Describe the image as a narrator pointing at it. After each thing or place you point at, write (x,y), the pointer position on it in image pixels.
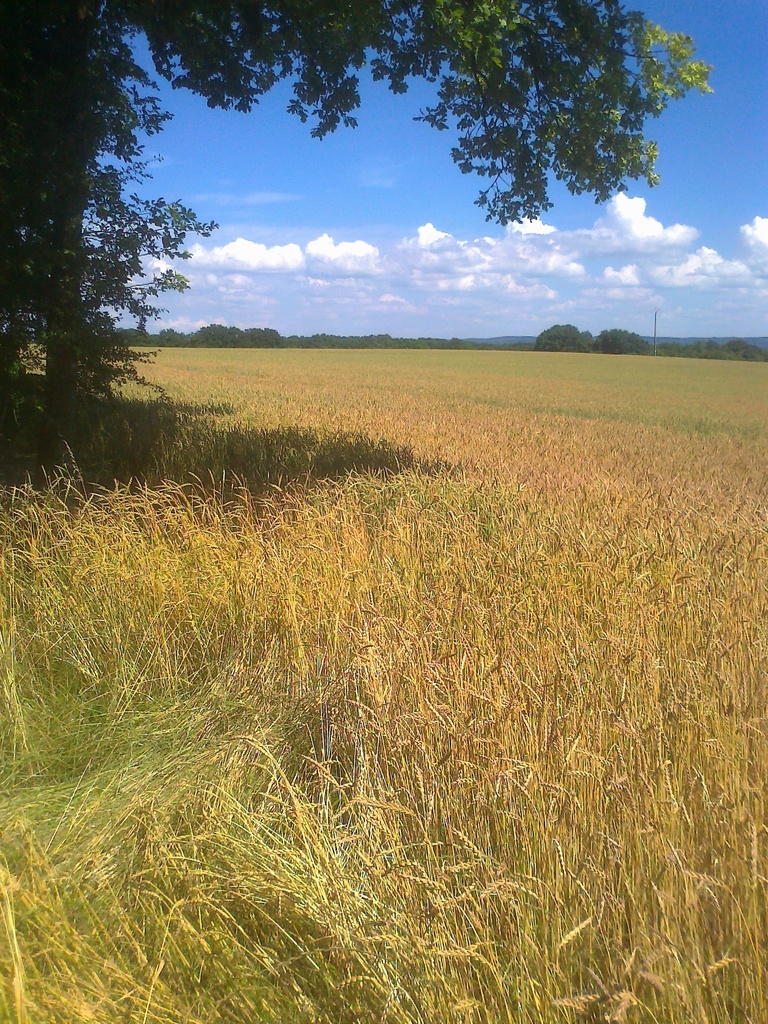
In the background (717,201) we can see sky (387,165) with clouds (434,248), trees (632,347), pole (655,343). This is a field (494,715).
